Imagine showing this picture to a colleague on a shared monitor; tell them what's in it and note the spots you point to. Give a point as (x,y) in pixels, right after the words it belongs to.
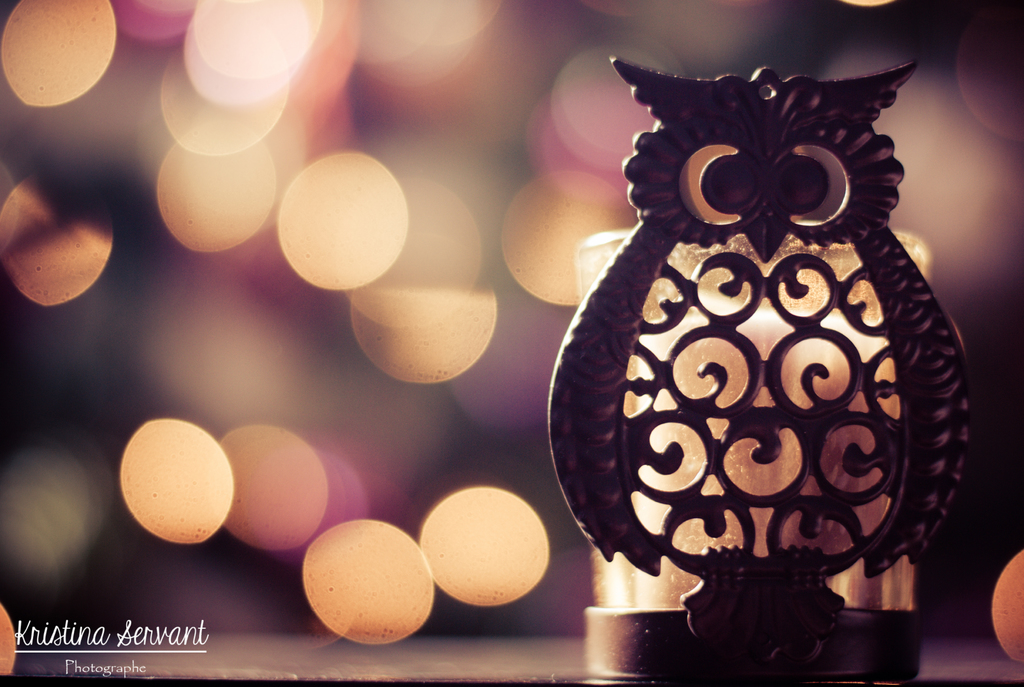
In this picture we can see the object (601,300) it looks like a owl (705,413), behind we can see some lights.
